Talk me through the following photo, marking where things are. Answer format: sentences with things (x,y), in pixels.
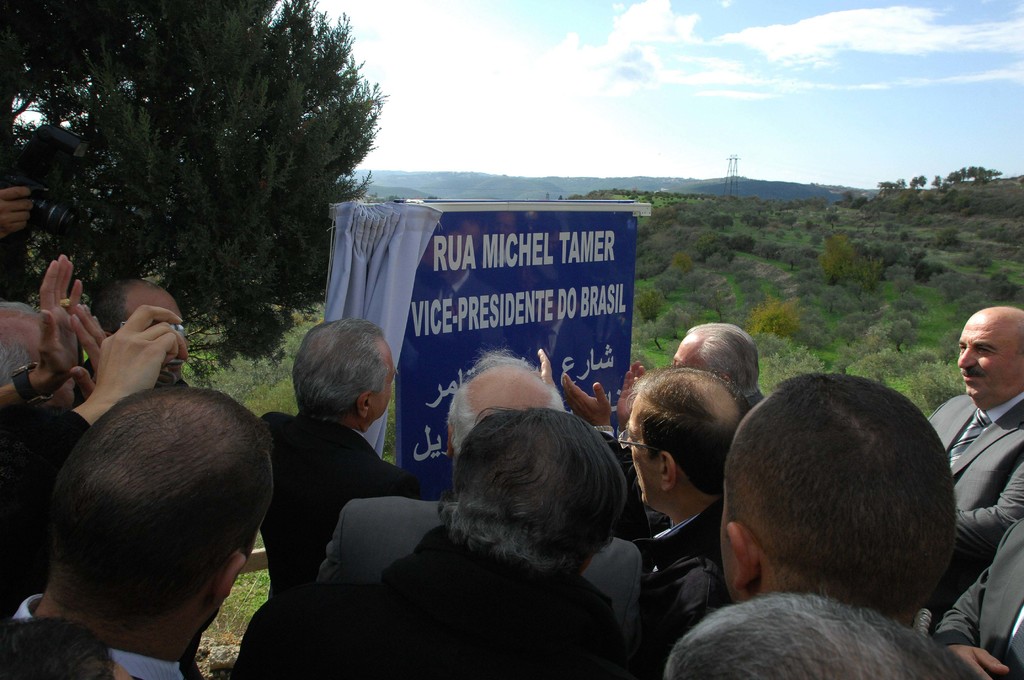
There are persons (164,345) in different color dresses (959,445) standing in front of a name board (479,280) which is having a curtain (402,236). In the background (292,224), there are trees (834,206) and plants (848,269) on the ground (935,298), mountains (805,188) and there are clouds (889,44) in the sky (899,54).
